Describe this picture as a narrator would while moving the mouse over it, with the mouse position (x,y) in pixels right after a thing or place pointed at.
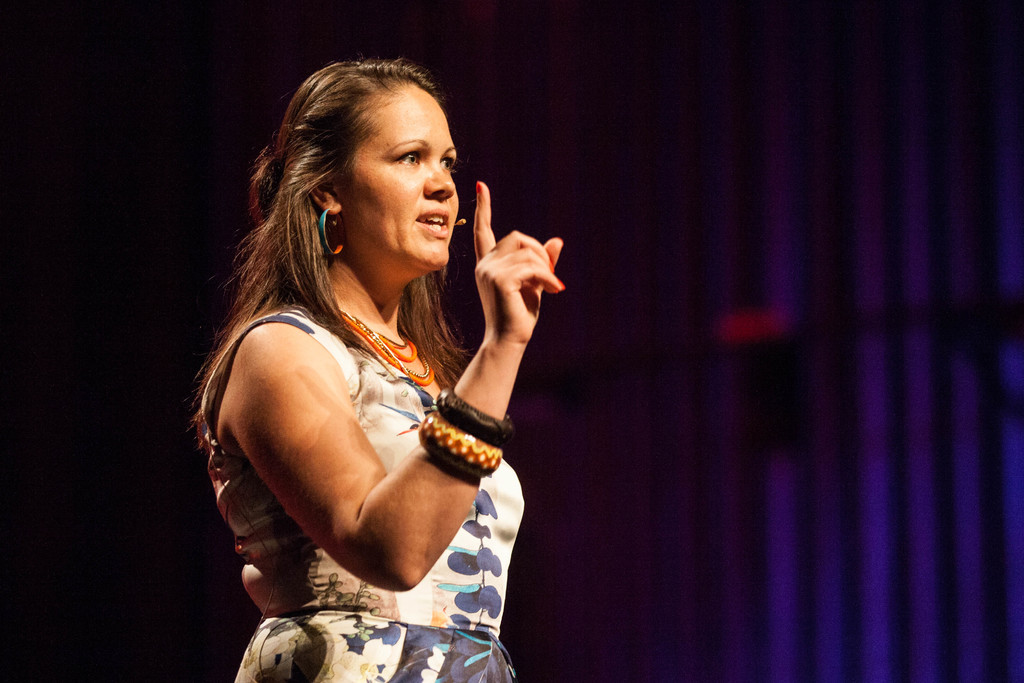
This image consists of a woman (519,496) wearing a white dress (482,613) and talking. She is also wearing bangles (479,458). The background (98,552) is too dark. On the right (837,500), we can see a blue color in the background (938,617).
